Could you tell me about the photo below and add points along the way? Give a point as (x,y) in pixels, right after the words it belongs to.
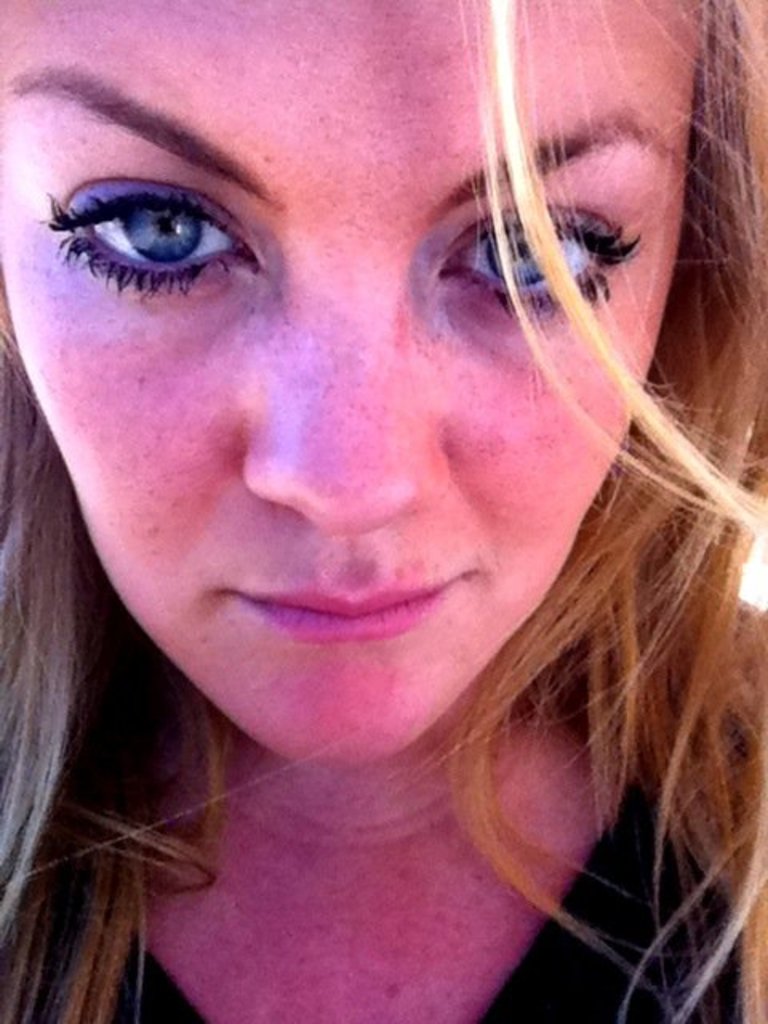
In this picture we can see a woman (717,476).
